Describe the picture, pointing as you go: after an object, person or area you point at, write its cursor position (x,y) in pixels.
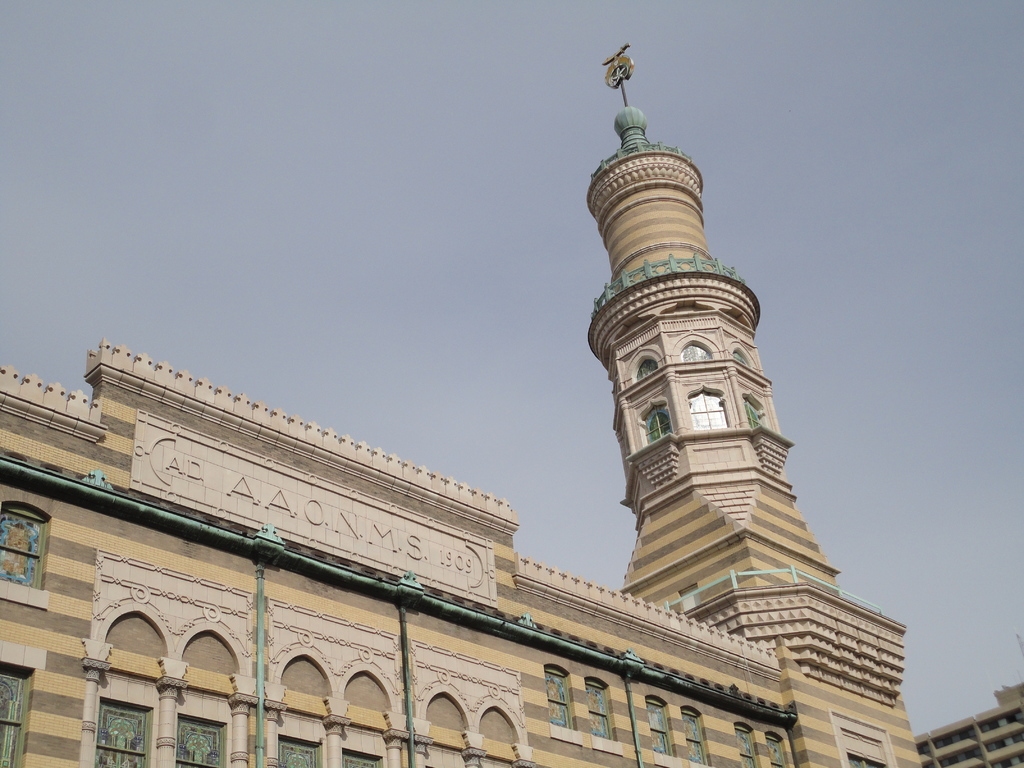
In this picture we can see a building (456,671) and this is board (397,525). In the background (436,294) there is sky (935,304).
